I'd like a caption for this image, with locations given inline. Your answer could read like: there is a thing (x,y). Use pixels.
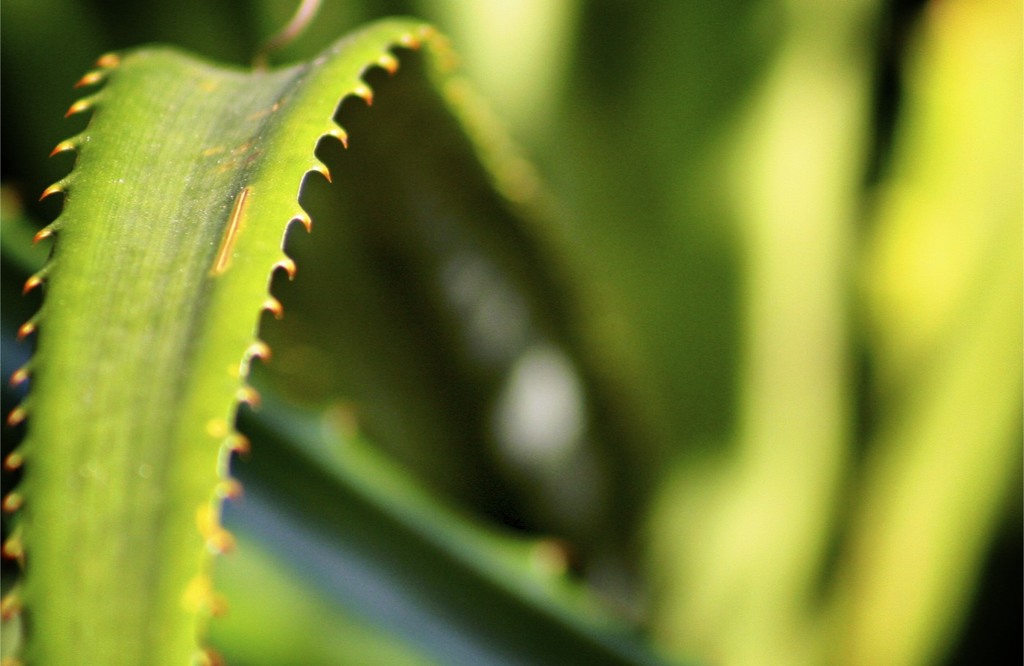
In this picture I can see there is a leaf (34,481) and it has sharp edges (214,657), it is in green color.
